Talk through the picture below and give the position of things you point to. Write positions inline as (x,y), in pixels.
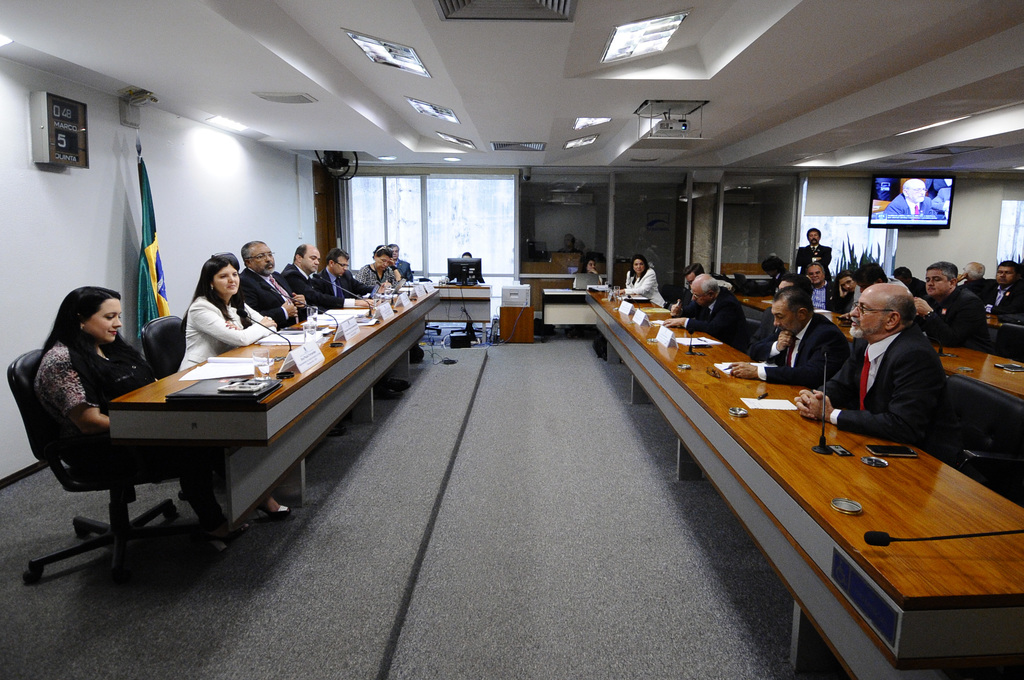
There are group of people (198,324) sitting in the chair (978,400) in this conference room (783,340). On the table (291,386) there are papers (246,374), nameplates (287,357), files (231,396), Mic (825,388), mobile phone (897,446). At the left side (153,301) there is a green colour flag (151,248). In the center (441,230) background (470,212) there is a window (482,208) with glass (430,206). At the right side (910,214) there is a TV (930,208) hanging on the wall (952,221) and in the background (816,254) man (821,247) is standing.
